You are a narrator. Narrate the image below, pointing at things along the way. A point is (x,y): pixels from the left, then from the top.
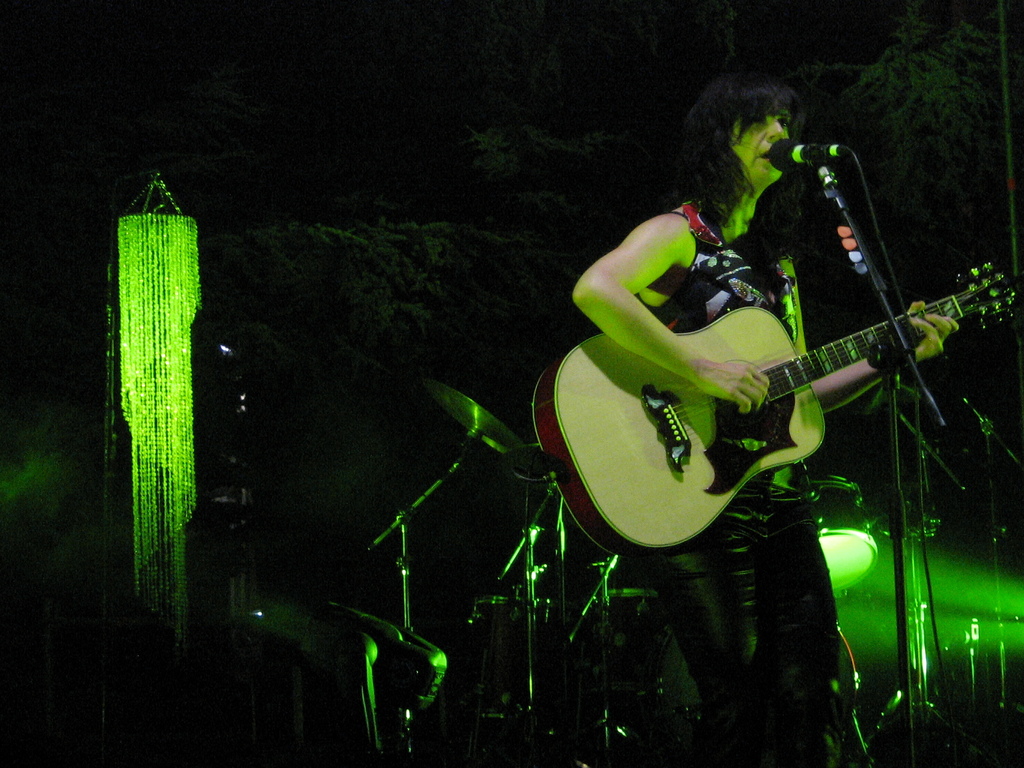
this picture shows a woman (739,117) Standing and playing a guitar (695,473) by holding in her hand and we see a microphone (775,154) in front of her
